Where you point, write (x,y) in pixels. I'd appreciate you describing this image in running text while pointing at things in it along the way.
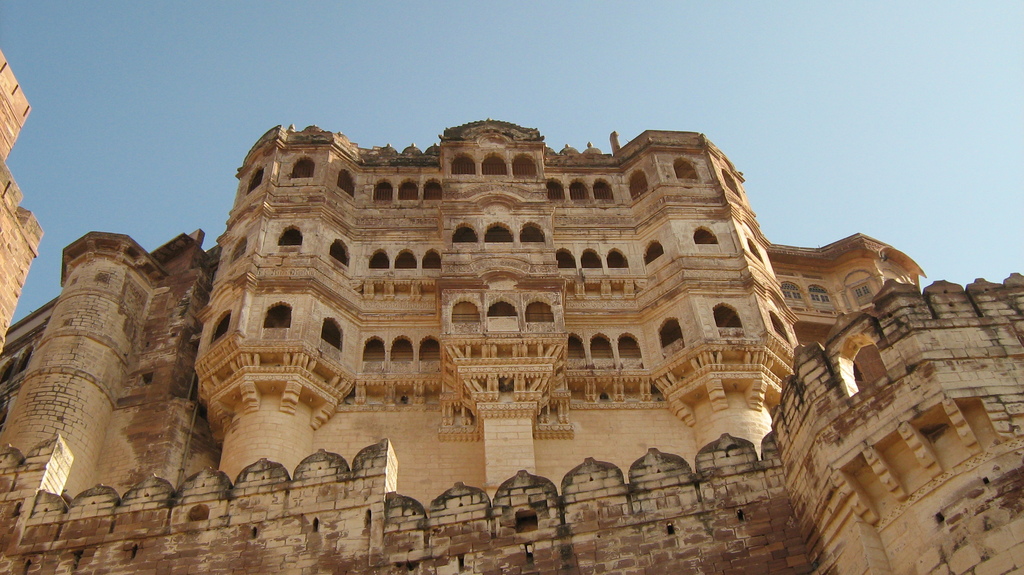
In the image we can see there are buildings (548,270) and the buildings (547,392) are made up of stone bricks (560,297). The sky (455,89) is clear.
